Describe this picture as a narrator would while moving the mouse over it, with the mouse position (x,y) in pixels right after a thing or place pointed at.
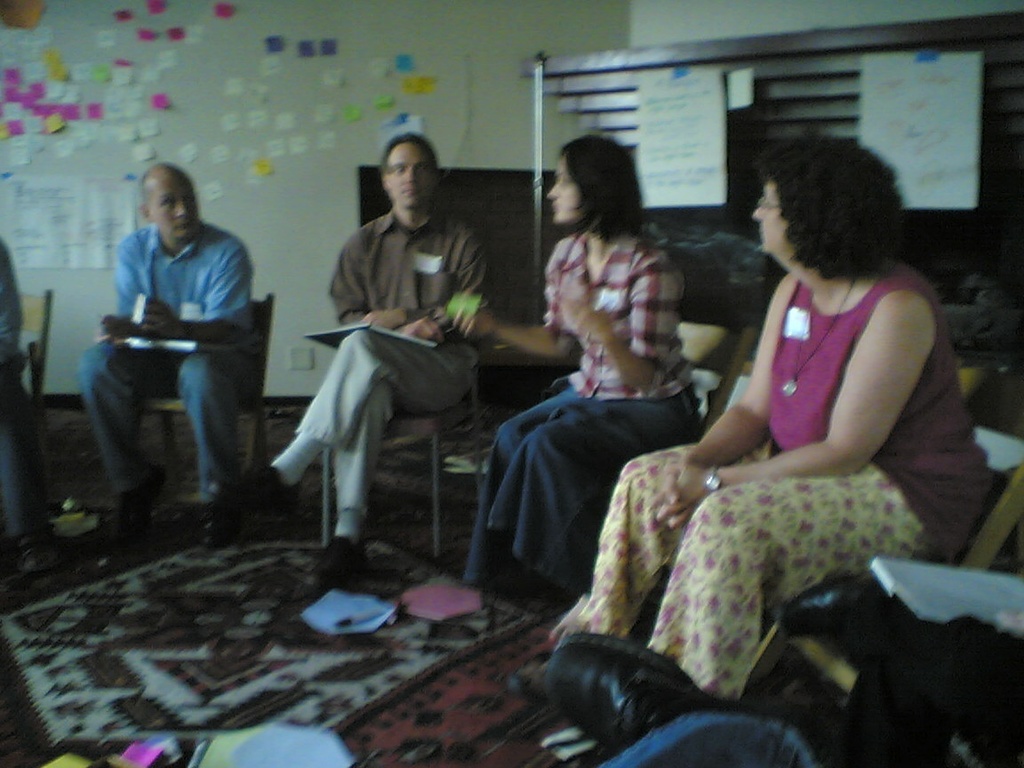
In this image we can see a group of people (896,445) sitting on chairs (269,327). One woman (589,392) is holding a paper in her hand (478,318). In the foreground (232,742) we can see the papers (341,618) and a pen (354,615) on the ground (458,626). In the background (694,116), we can see some papers (111,214) pasted on the wall (434,136).
